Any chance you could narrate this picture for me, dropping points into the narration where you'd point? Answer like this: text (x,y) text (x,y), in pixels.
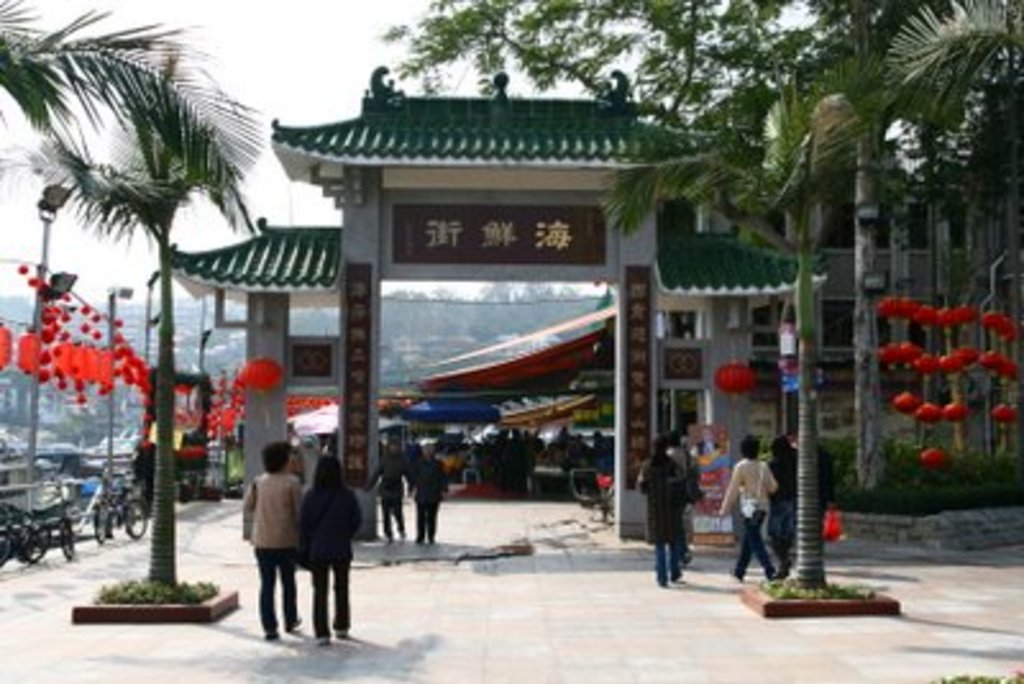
In this picture we can see group of people (342,593), vehicles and here we can see trees (139,209), sky (286,33).
